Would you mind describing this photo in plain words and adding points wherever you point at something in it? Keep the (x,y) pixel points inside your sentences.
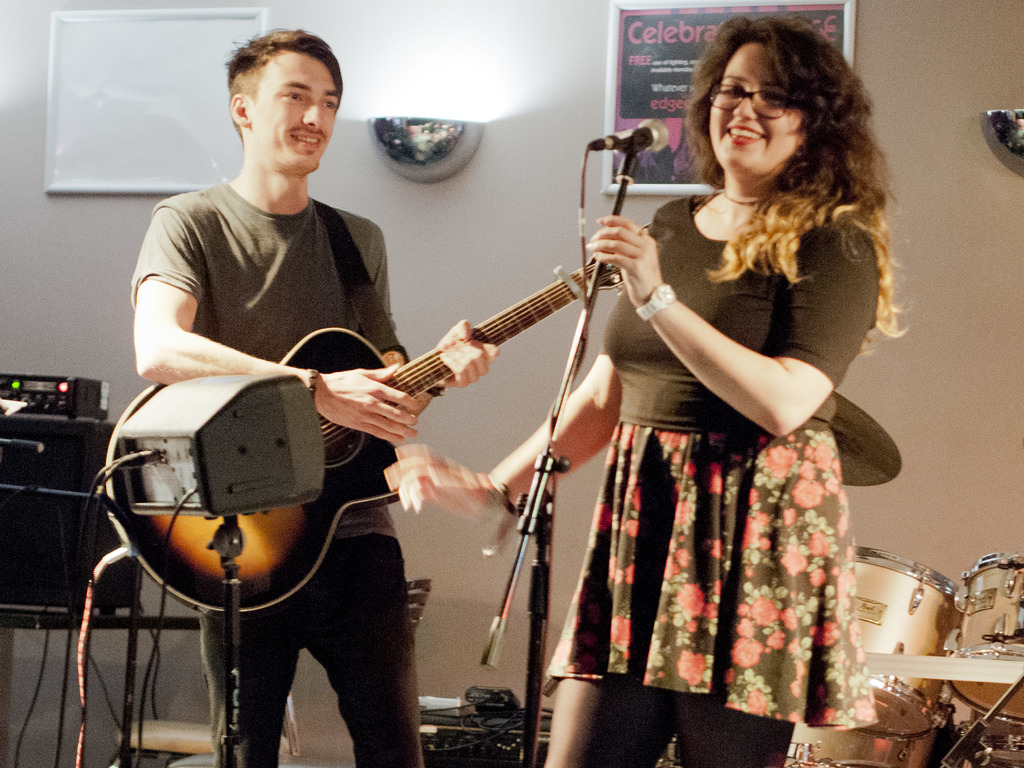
In the image we can see there are people (811,300) standing on the ground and a man (406,432) is holding guitar (513,335) in his hand (394,428). There is mic (628,151) kept on the stand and there are musical instruments (958,605) kept on the ground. There is drums (966,620) and music box (57,385) kept on the table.
